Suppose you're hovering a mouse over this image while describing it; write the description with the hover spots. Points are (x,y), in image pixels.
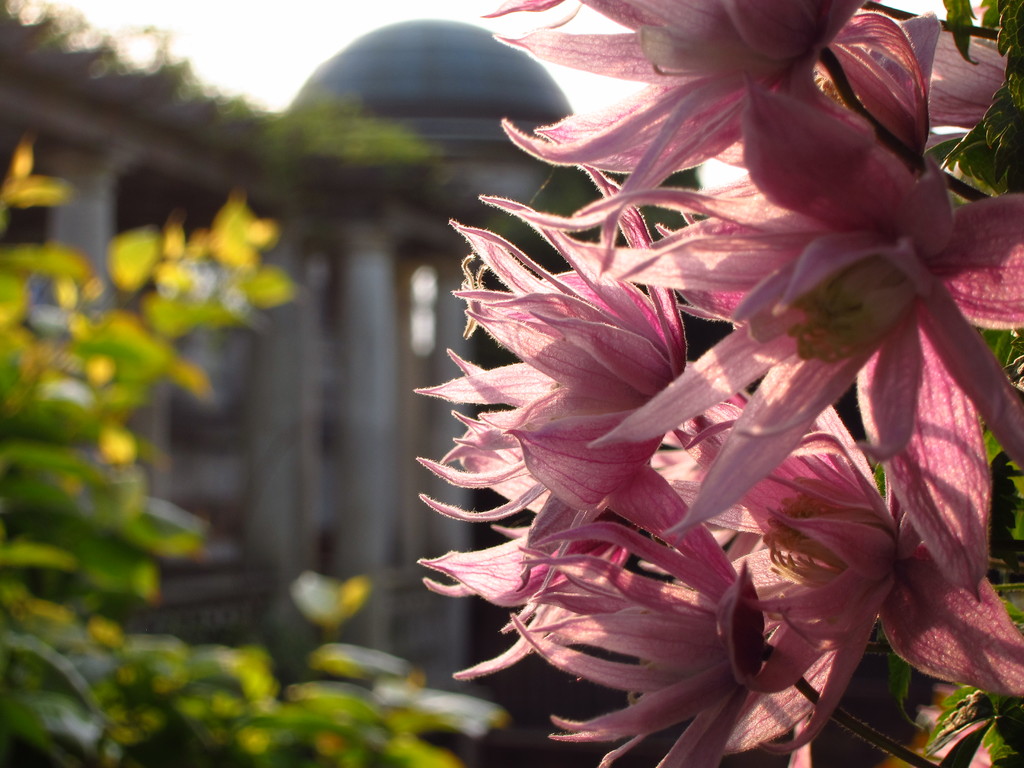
In this image, we can see flowers (675,245) and plants (325,140) and in the background (456,161), there is a building (344,166).
